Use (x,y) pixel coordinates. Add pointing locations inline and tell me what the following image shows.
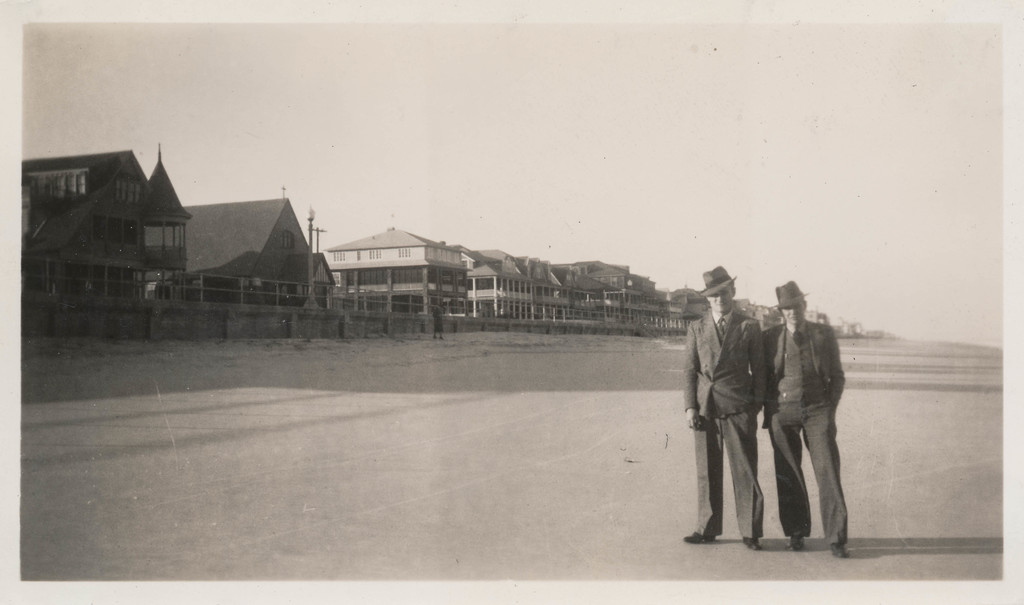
The picture seems like a depiction, in the foreground (777,436) there are two men (733,424) and on the left side (129,215) there are a lot of houses (601,287).
